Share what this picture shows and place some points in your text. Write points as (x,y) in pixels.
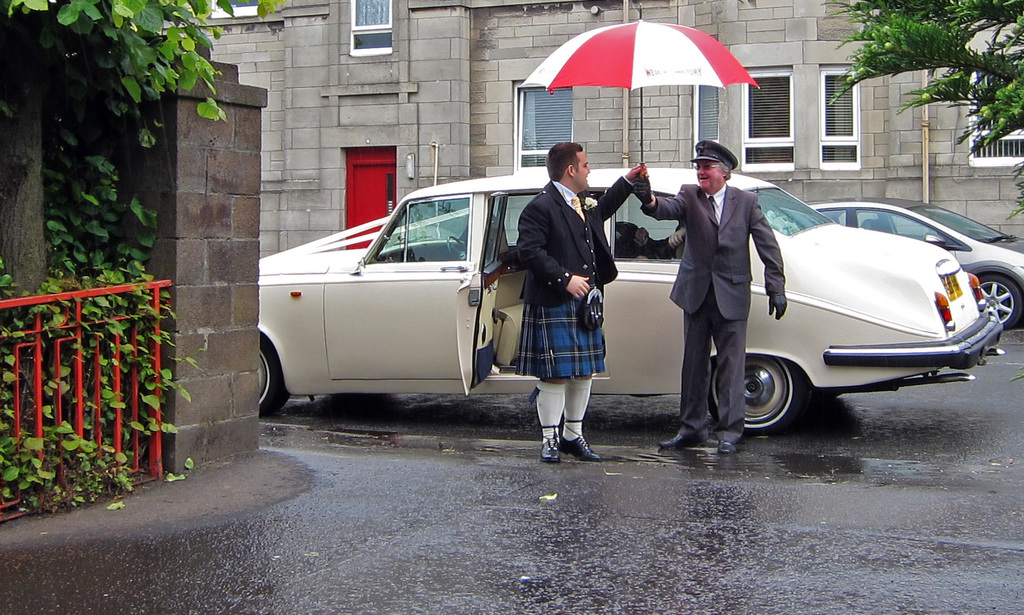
This image is taken outdoors. At the bottom of the image (488,547) there is a road (765,472). In the background (503,72) there is a building (996,164). On the left side of the image (19,235) there is a tree (19,235) and there are many plants (104,358). There is a railing (118,395) and there is a wall (200,263). In the middle of the image (483,334) a car (846,380) is parked on the road (742,452). Two men (579,309) are standing on the road (607,402) and they are holding an umbrella (616,82). On the right side of the image (908,52) there is a tree (967,95) and a car (950,243) is parked on the road (999,356).
